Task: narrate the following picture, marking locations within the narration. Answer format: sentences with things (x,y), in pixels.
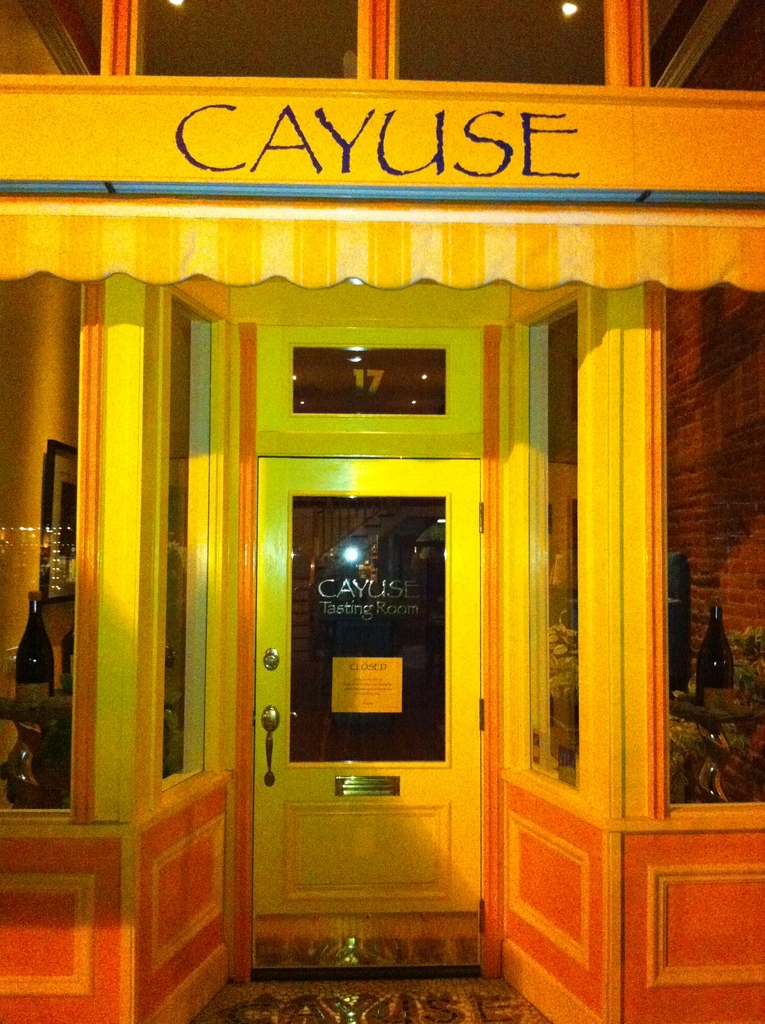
In this image in the middle (456,658) it is a door (359,739) it looks like a bar (612,711). There are wine bottles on either side of this image. At the top (0,81) there is the name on a yellow color board (636,152).
